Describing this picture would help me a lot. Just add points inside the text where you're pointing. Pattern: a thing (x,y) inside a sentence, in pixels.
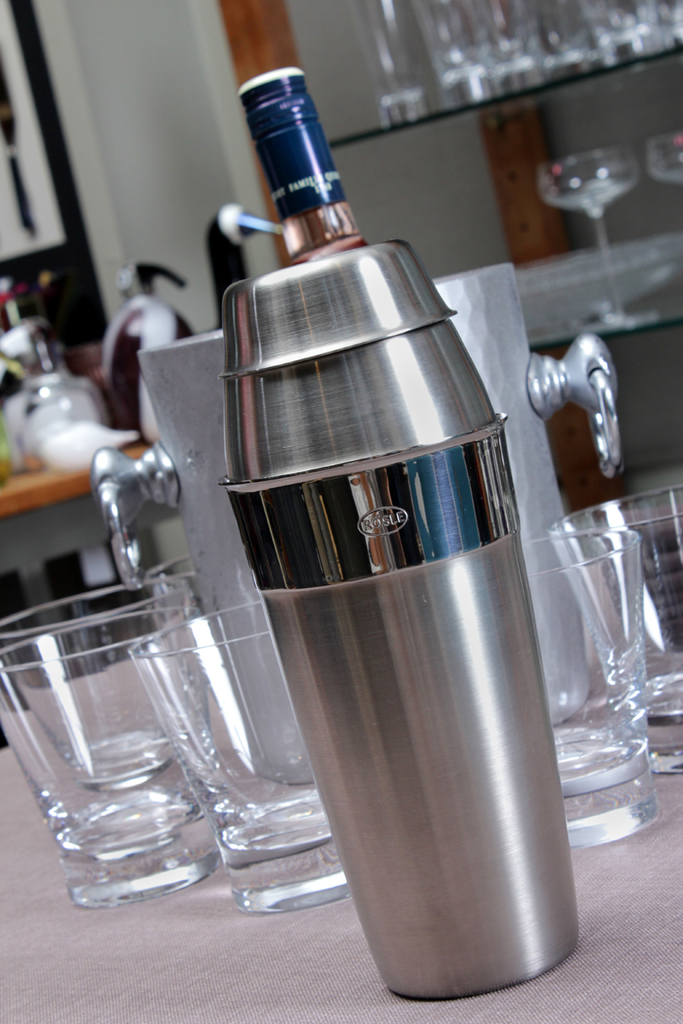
In this image I see few glasses (665,6) and a bottle (369,301) over here.
